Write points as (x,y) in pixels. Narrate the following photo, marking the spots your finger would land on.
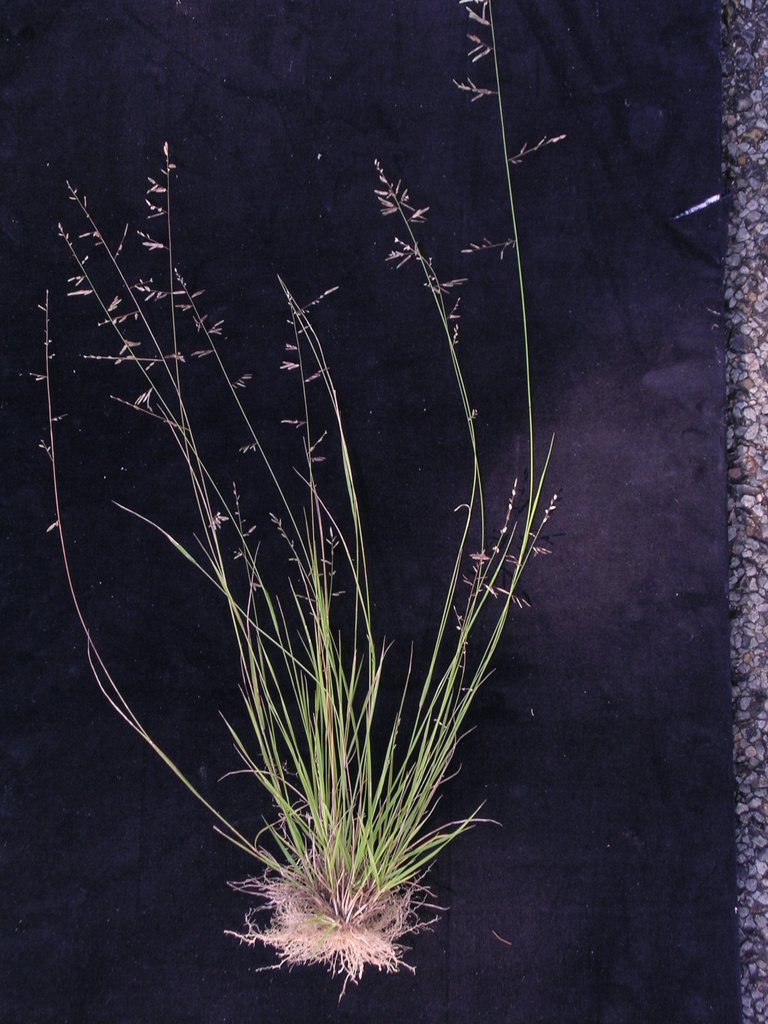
There is a plant (356,635), it has roots (367,909). There is a black background (682,899).
